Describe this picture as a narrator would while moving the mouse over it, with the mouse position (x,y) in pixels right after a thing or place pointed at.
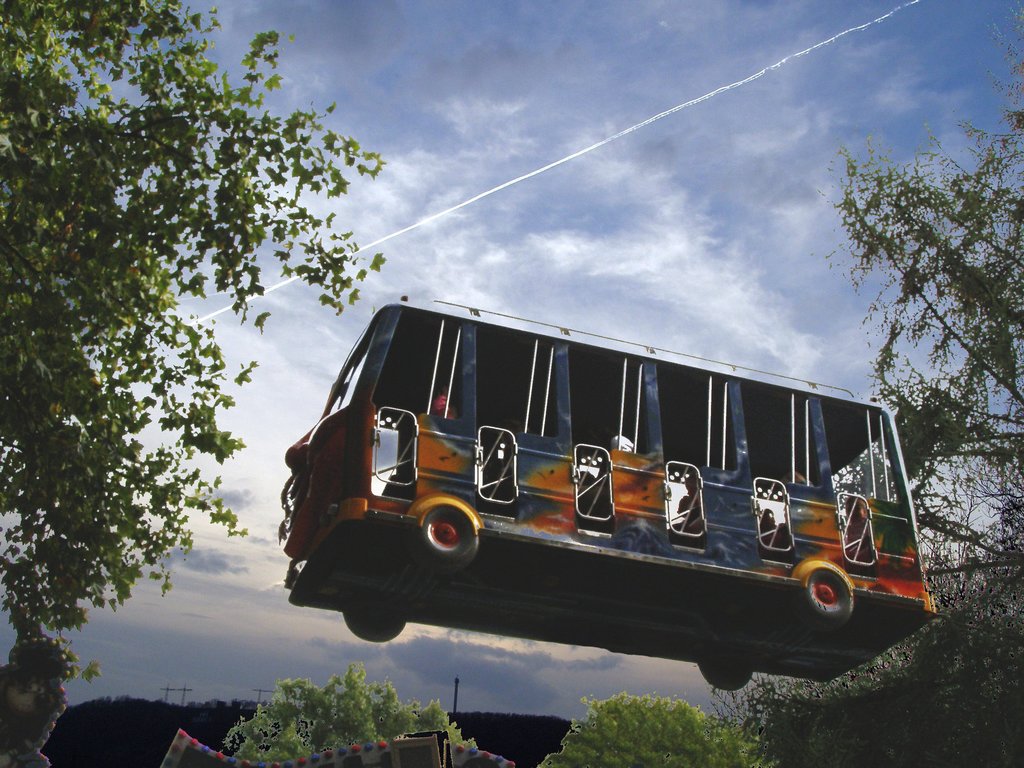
It is an edited picture. In the middle of the image (471,420), we can see a bus (663,626) in the air (696,683). At the bottom (946,714), we can see trees (21,522). Background there is a sky (206,654). Here we can see few poles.
